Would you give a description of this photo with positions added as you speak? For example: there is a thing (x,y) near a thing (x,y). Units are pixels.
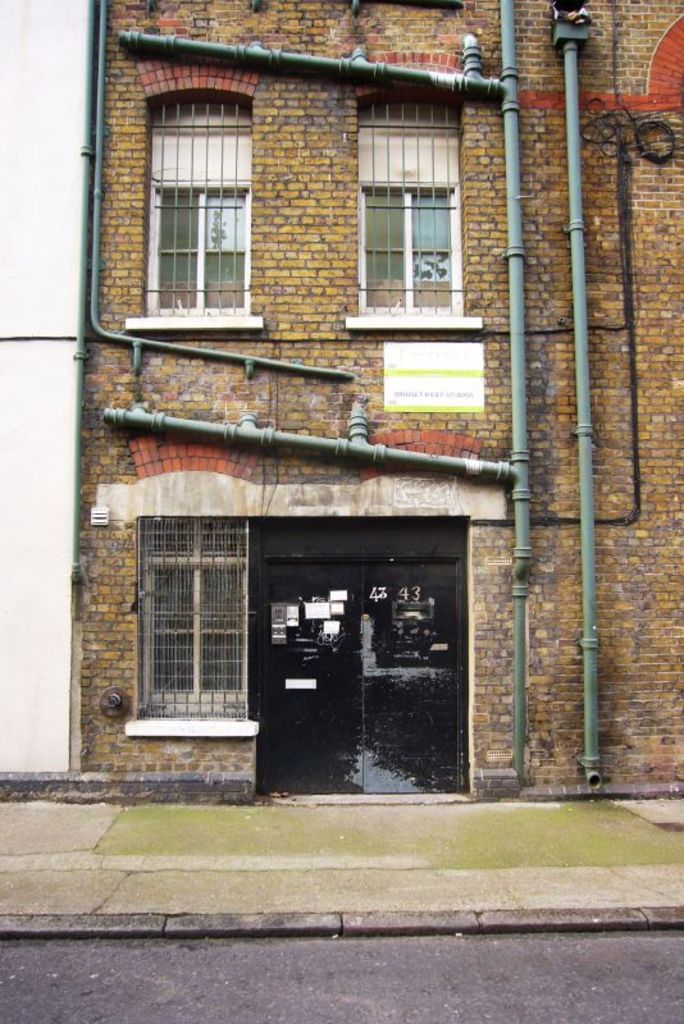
In this image I can see a building (387,290) along with the windows (413,211). There are few pipes (581,331) attached to the wall (619,319). Here I can see two black doors (355,666). At the bottom (395,978) there is a road (277,993).
